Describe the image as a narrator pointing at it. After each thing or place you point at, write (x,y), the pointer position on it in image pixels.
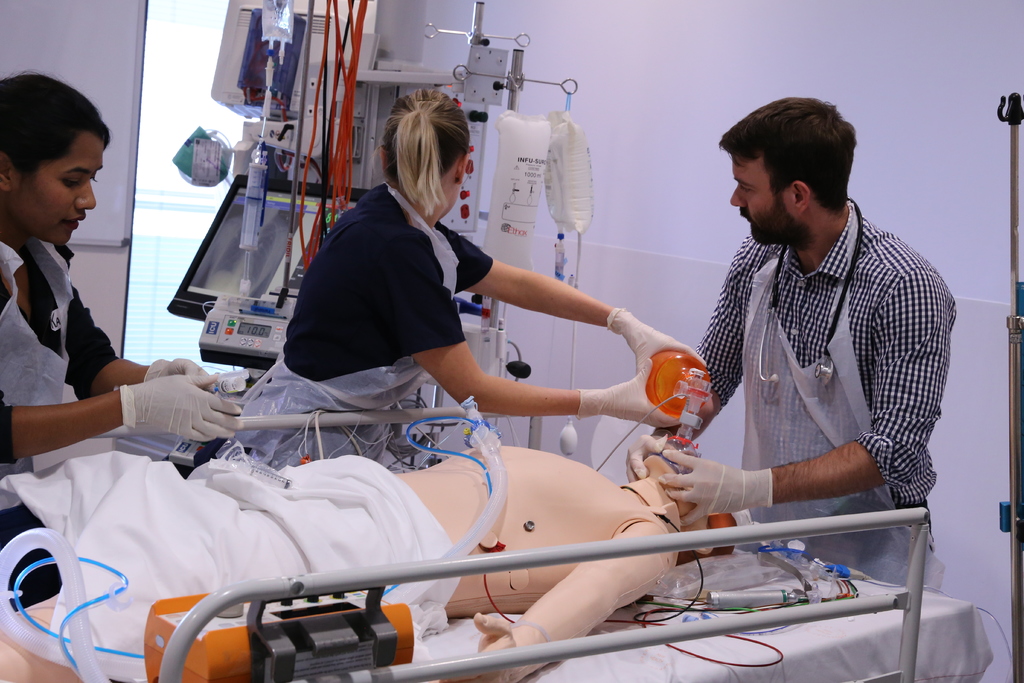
In the foreground of this image (428,532), there is a human body (520,502) on a bed (581,636). We can also see syringes (268,471), pipes (65,601), device (319,611) and few cables (682,610). Around the bed (354,414), three people (837,322) standing wearing aprons (23,366) where a man (872,348) is wearing a stethoscope (823,368). In the background (374,119), there are cables (350,87), medical equipment (233,264) and the wall (628,35).
